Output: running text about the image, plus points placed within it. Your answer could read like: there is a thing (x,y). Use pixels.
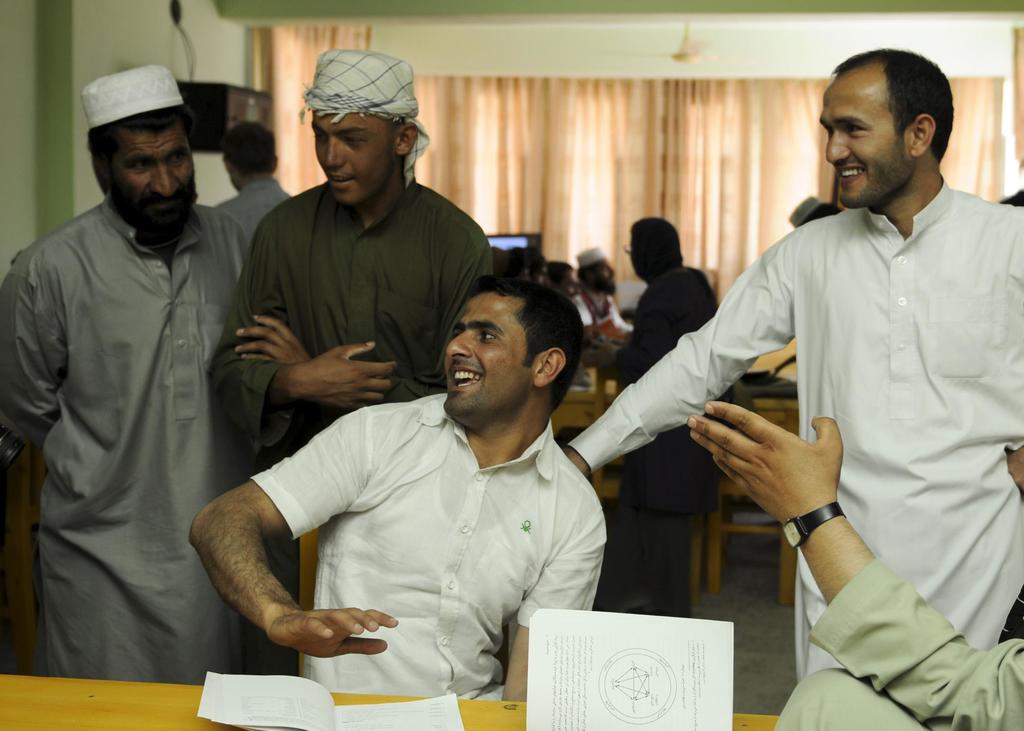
In this image we can see few people (415,301) in a room (671,356), some of them are standing and some of them are sitting on chairs (303,552) and in the background (601,154) there is a curtain (580,152), a fan (687,54) to the ceiling (578,23) and a box (208,90) to the wall (104,38).
